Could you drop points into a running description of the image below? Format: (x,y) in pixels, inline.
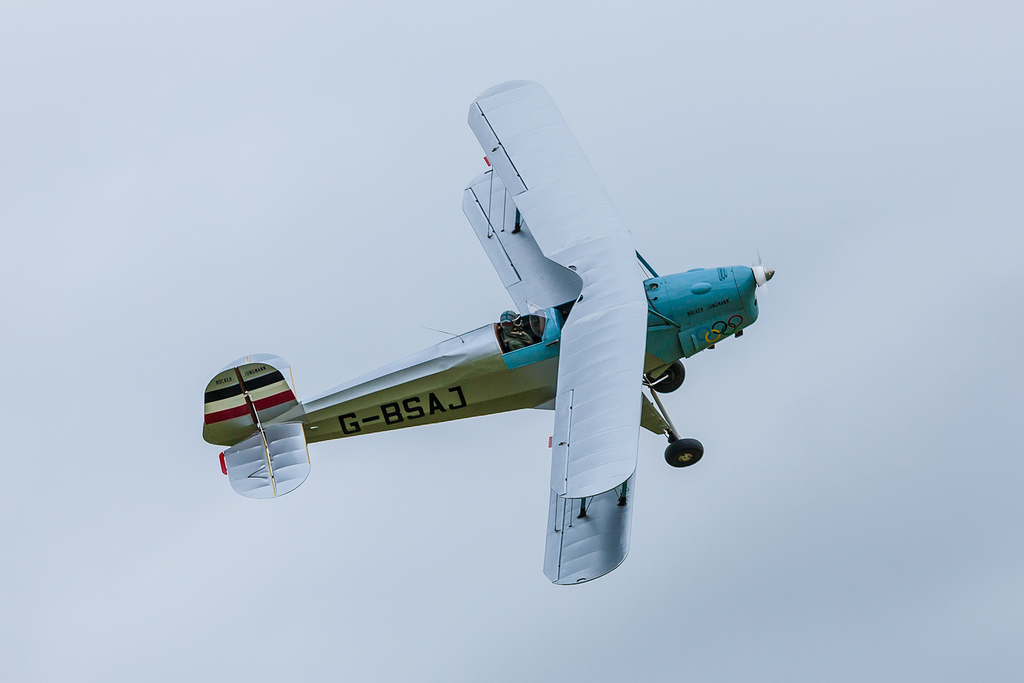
In this image we can see a person (517,335) sitting in an airplane (628,268) flying in the sky (431,623).
